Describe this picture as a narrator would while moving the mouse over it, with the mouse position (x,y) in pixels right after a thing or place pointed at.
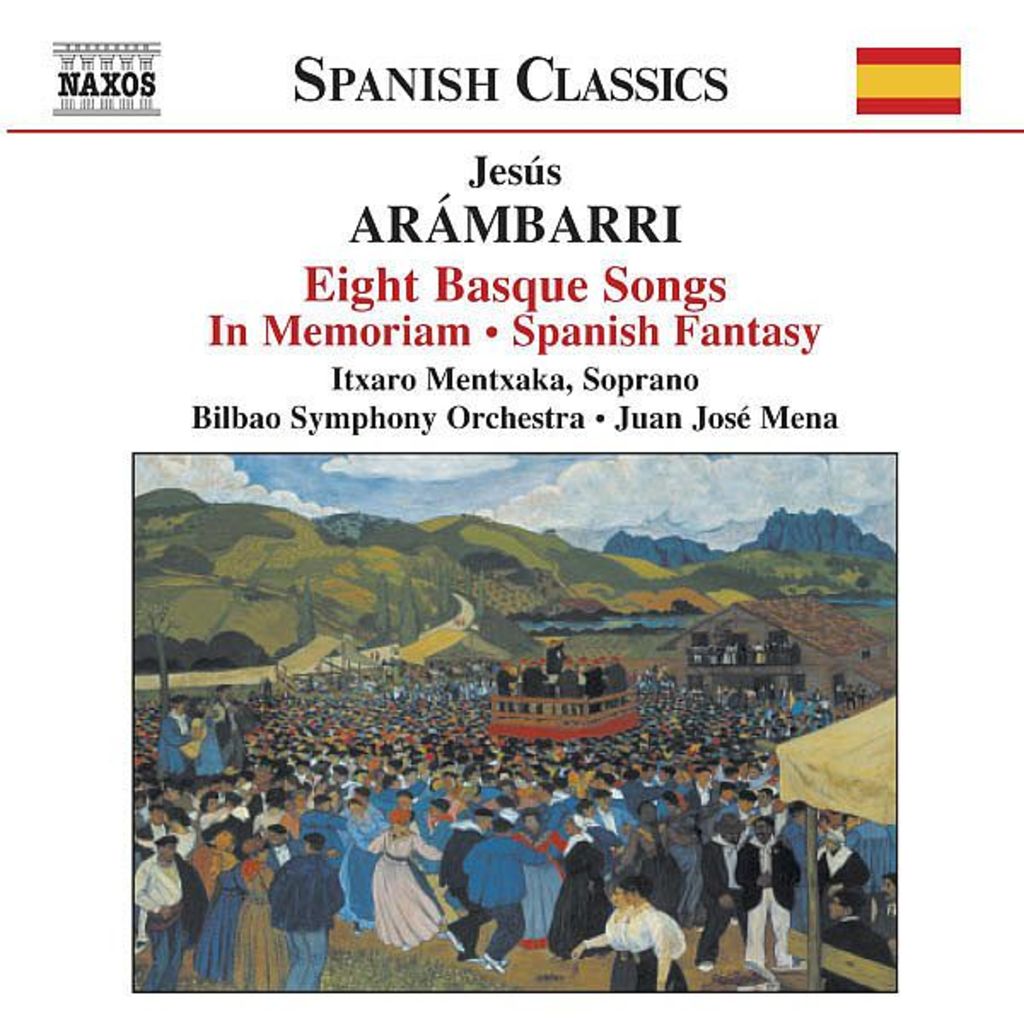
This is a picture of a poster (438,493), where there are words (527,103), two symbols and a photo (186,810) on it.
